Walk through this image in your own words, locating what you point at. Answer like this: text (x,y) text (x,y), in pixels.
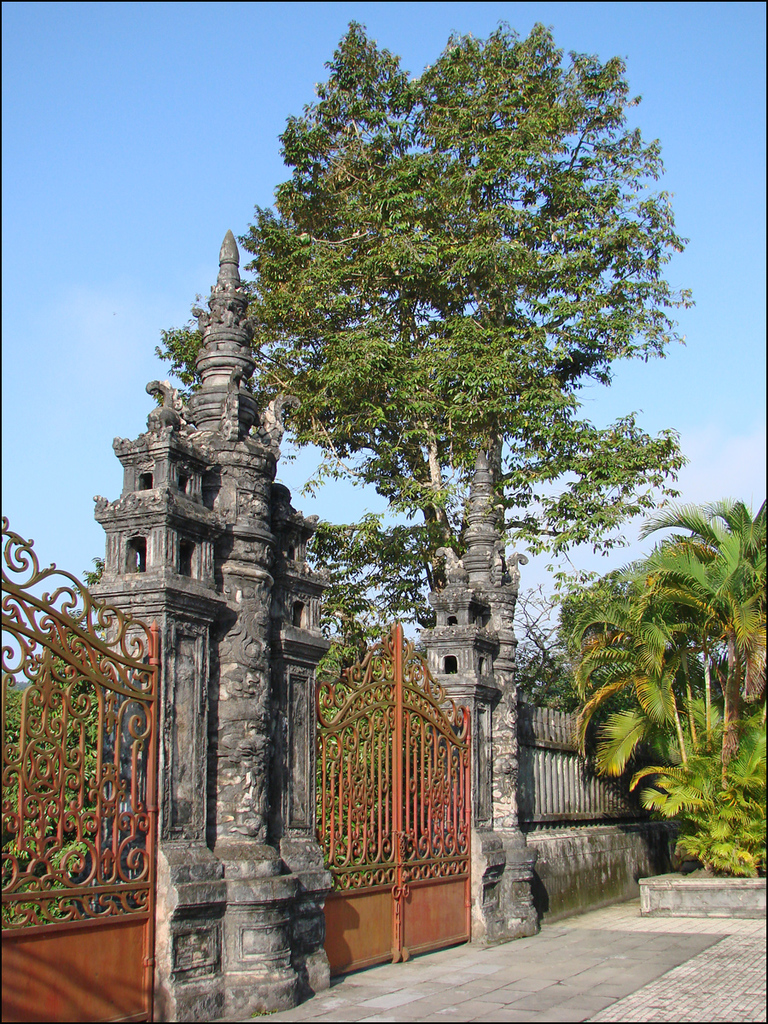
In this picture we can see gates (44,683), pillars (186,709), trees (54,819), fence (607,874) and in the background (662,378) we can see the sky (617,364).
